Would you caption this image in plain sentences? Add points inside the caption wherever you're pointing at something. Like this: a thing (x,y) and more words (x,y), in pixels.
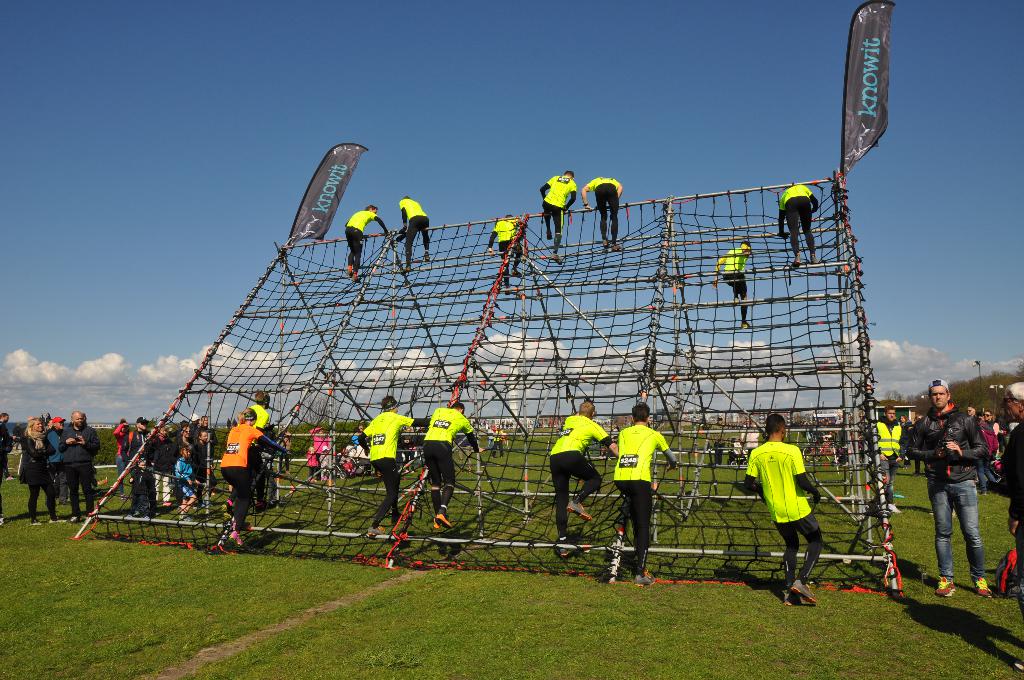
In this picture we can see a group of people (60,423) standing on the grass (279,594) and some people (797,229) on a climbing net (500,499), banners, trees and some objects (1001,583) and in the background (119,397) we can see the sky (416,274) with clouds (372,362).
